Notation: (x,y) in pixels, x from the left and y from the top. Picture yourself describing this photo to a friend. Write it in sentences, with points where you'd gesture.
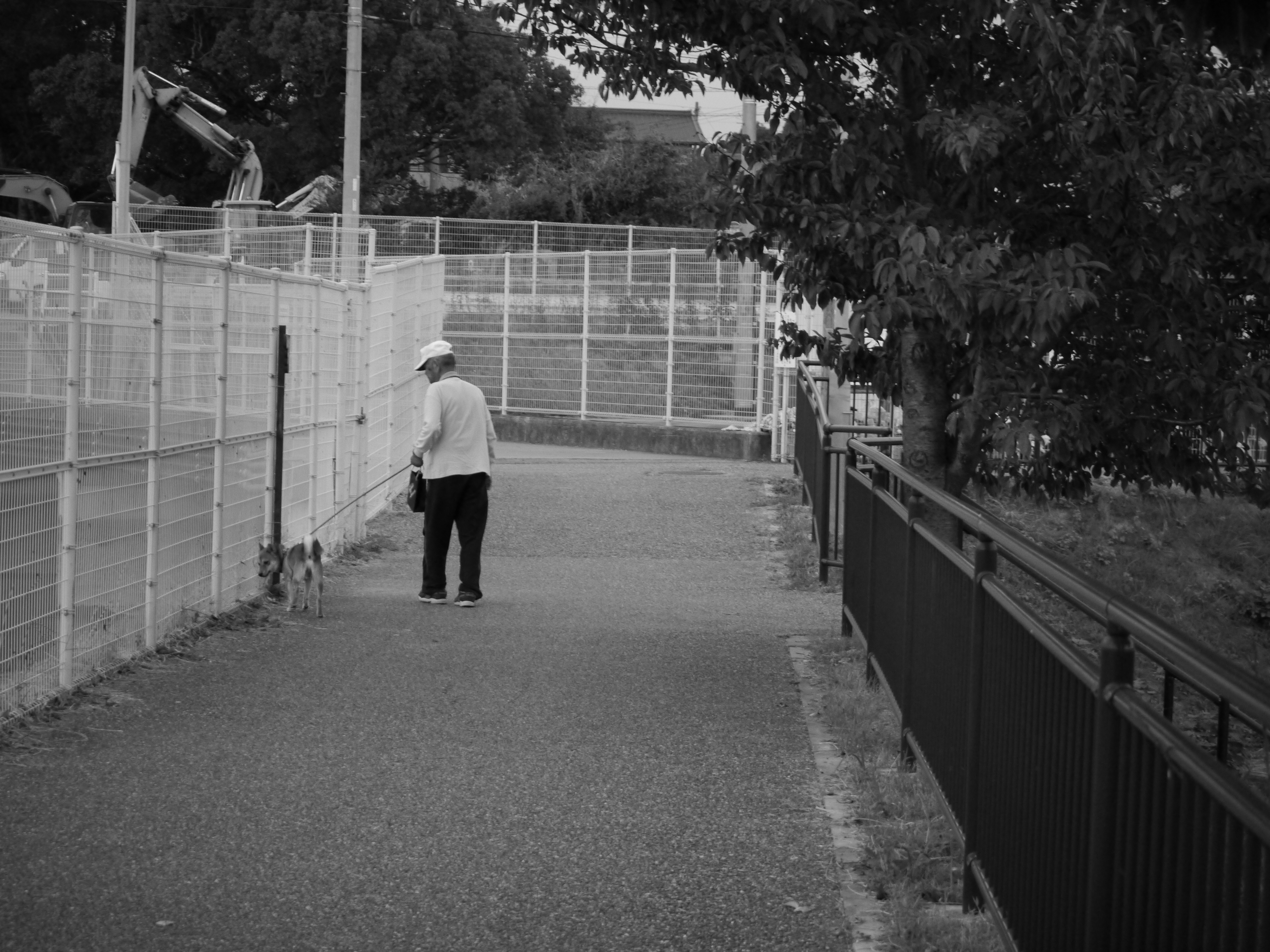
In this picture we can see a person (443,448), the person (468,462) wore a cap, beside to the person (415,463) we can find a dog (296,545) and it is tied with a belt (371,492), in front of the person (444,460) we can find fences (402,327), trees (688,187), vehicles (173,204) and a house (662,138).
